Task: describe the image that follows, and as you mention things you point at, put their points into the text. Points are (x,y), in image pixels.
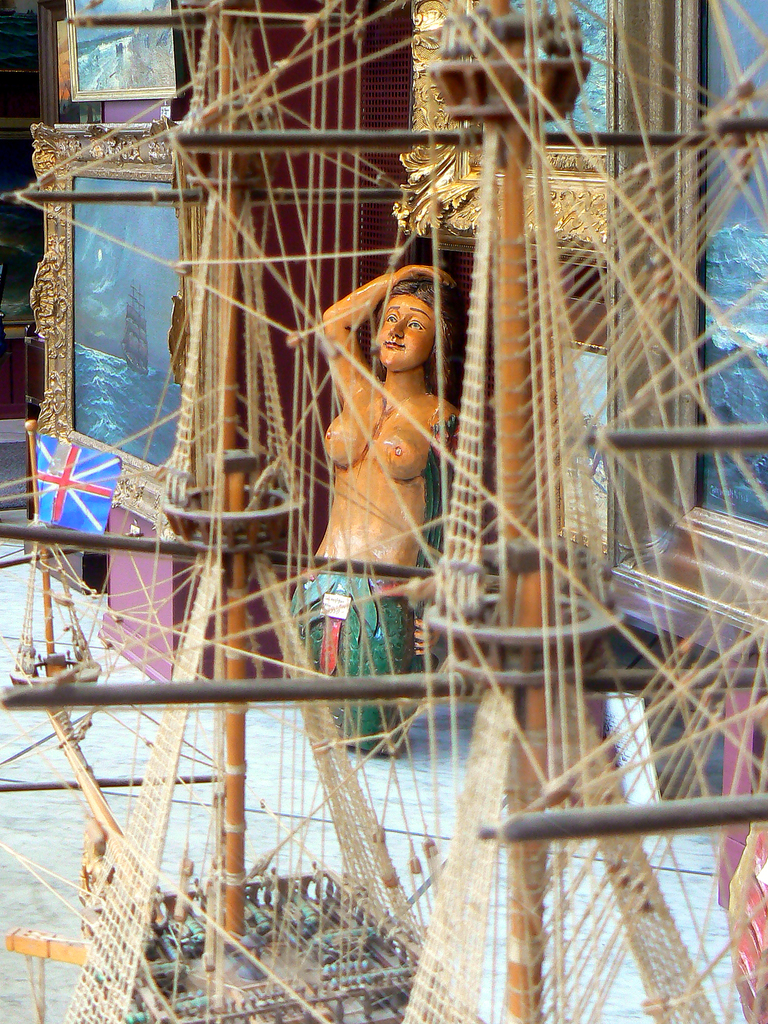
In this image I can see the miniature (325,785) of the boat (432,999) which is in cream color. In the background (353,471) I can see the statue (353,509) of the person (340,489). To the side I can see the flag (47,496) and many frames (57,105).
